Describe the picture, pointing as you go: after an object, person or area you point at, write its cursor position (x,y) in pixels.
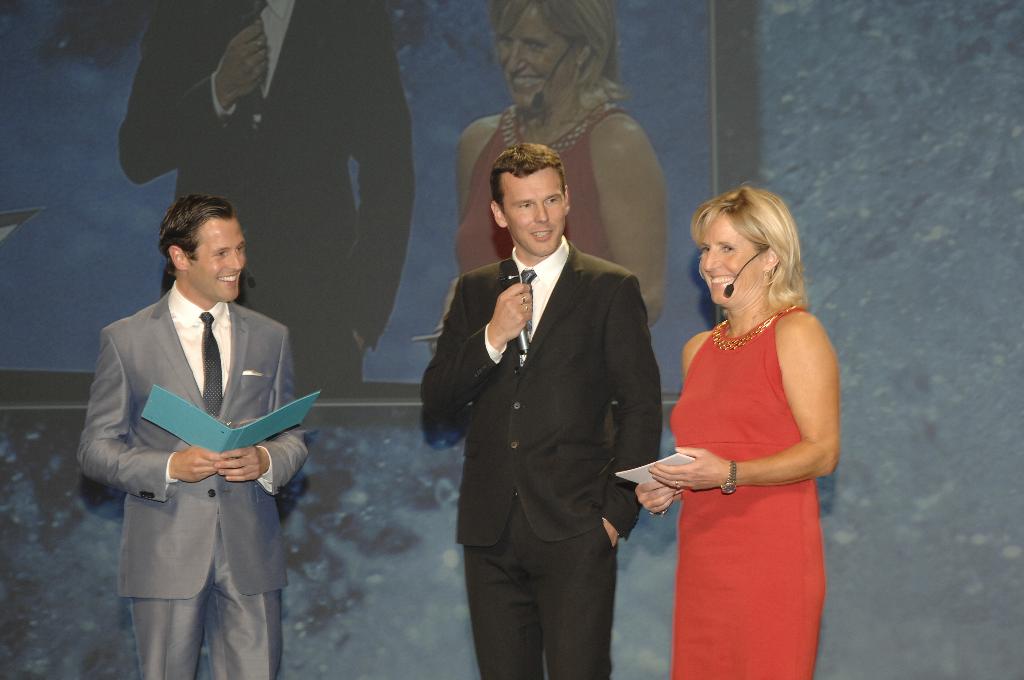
In this image, we can see two men (519,559) and a woman (770,606) standing. In the middle (509,430), we can see a man (509,343) holding a microphone (522,343), on the left side (152,499), the man (213,457) is holding a book (231,437), in the background (64,275), we can see the projector screen (289,50).
